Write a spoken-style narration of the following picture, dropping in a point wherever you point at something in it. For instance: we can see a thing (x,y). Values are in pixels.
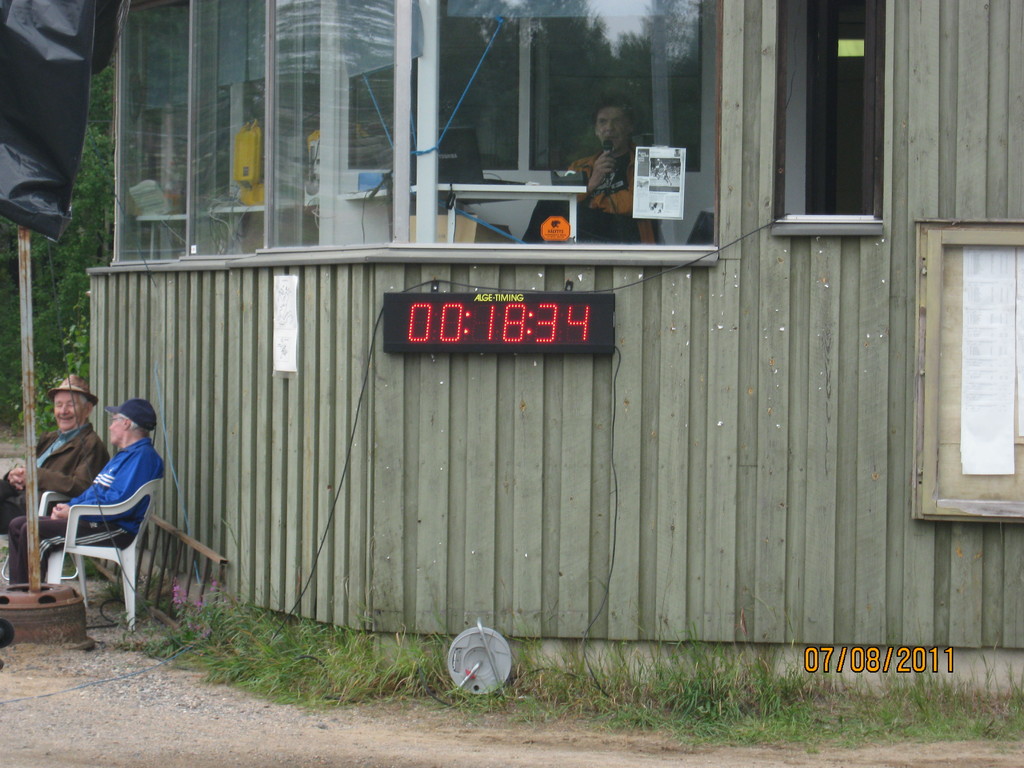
Inside the compartment (547,124) through glasses (575,88) we can see one person (625,159) holding a mic (607,153) and talking. This is a digital clock (409,297). Here we can see a board (950,282) and papers (981,415). This is a grass (334,680). We can see two persons (46,483) sitting on chairs (144,494), wearing cap (79,385) outside the compartment (181,480).
